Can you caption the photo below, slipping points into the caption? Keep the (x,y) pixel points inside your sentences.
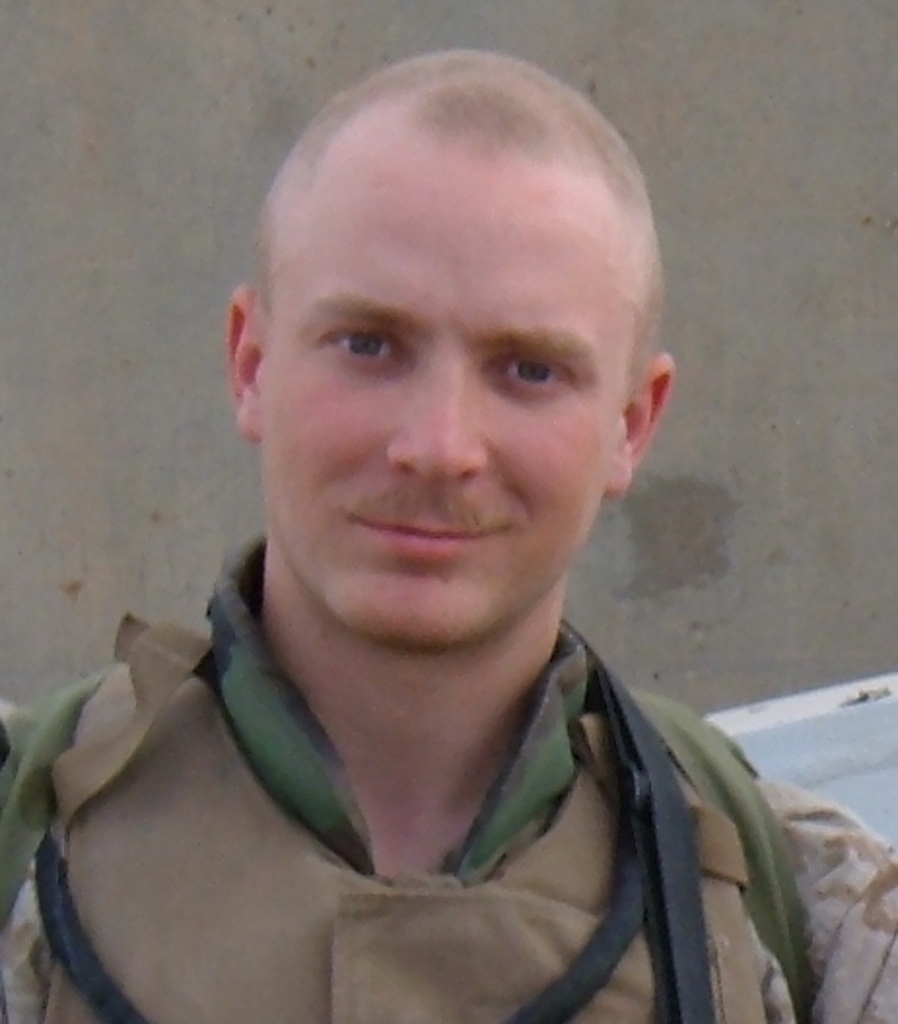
In the foreground of the picture (455,672) we can see a soldier (388,698), he is smiling. Behind him there is a wall (769,388).
